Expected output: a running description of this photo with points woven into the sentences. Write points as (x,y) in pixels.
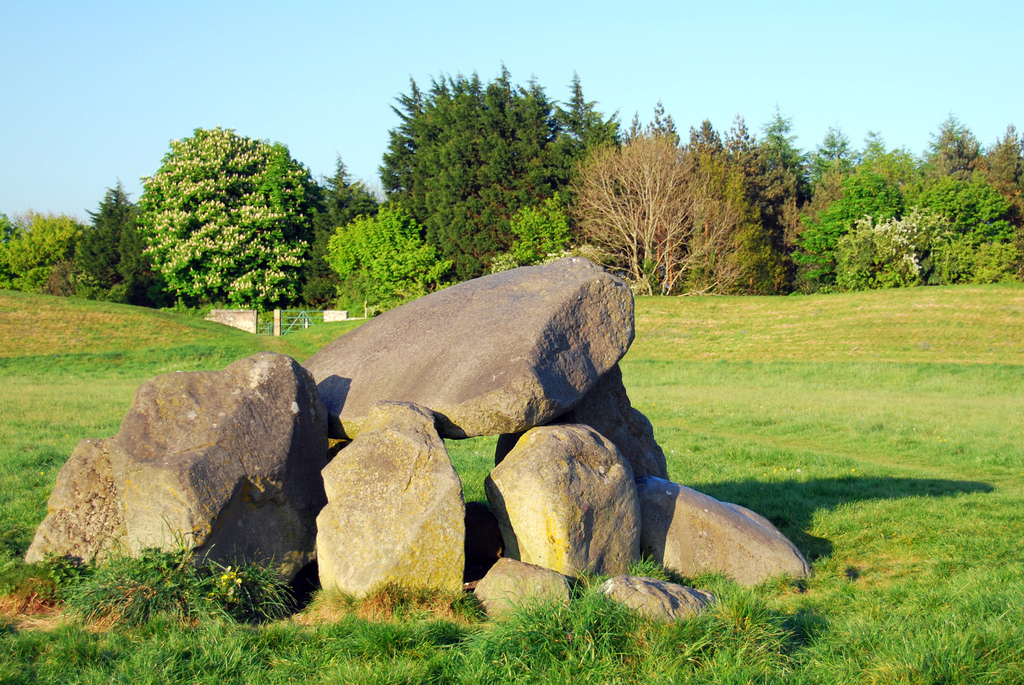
In this image I can see the ground (870,590), some grass (870,590) on the ground (870,590) and few huge rocks (568,510). In the background (664,234) I can see few trees (380,222) which are green in color, few flowers (187,189) which are white in color and the sky (709,90).
